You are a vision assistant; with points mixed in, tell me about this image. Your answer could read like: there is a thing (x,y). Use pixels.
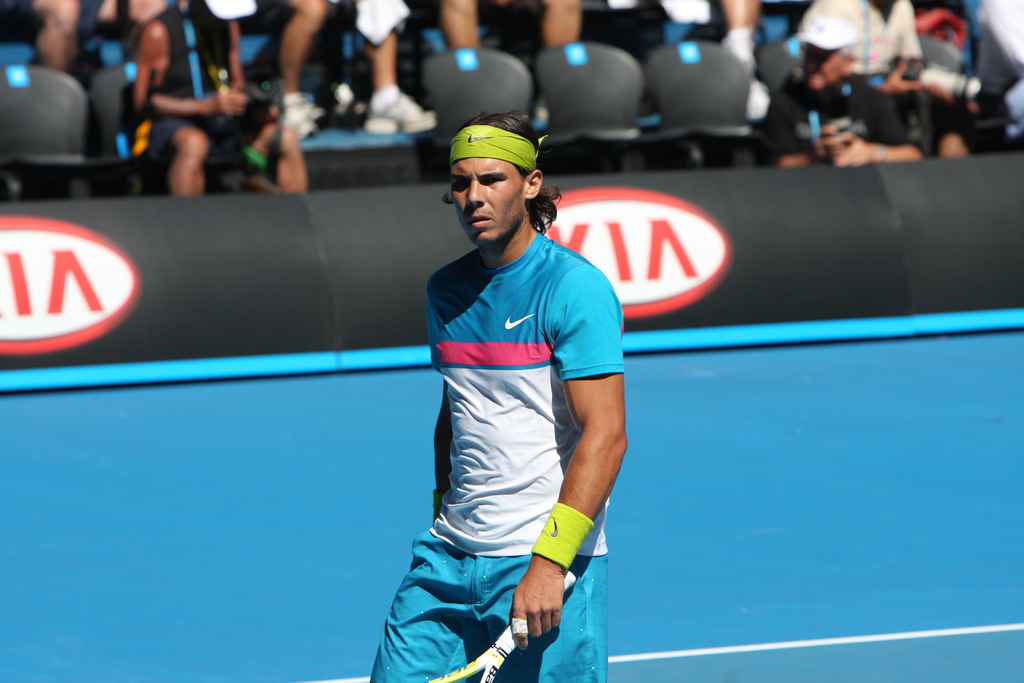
In this picture we can see a man (432,641) holding a racket (476,665) with his hand (524,608). On the background (195,114) there are some people (836,42) sitting on the chairs (716,92).
